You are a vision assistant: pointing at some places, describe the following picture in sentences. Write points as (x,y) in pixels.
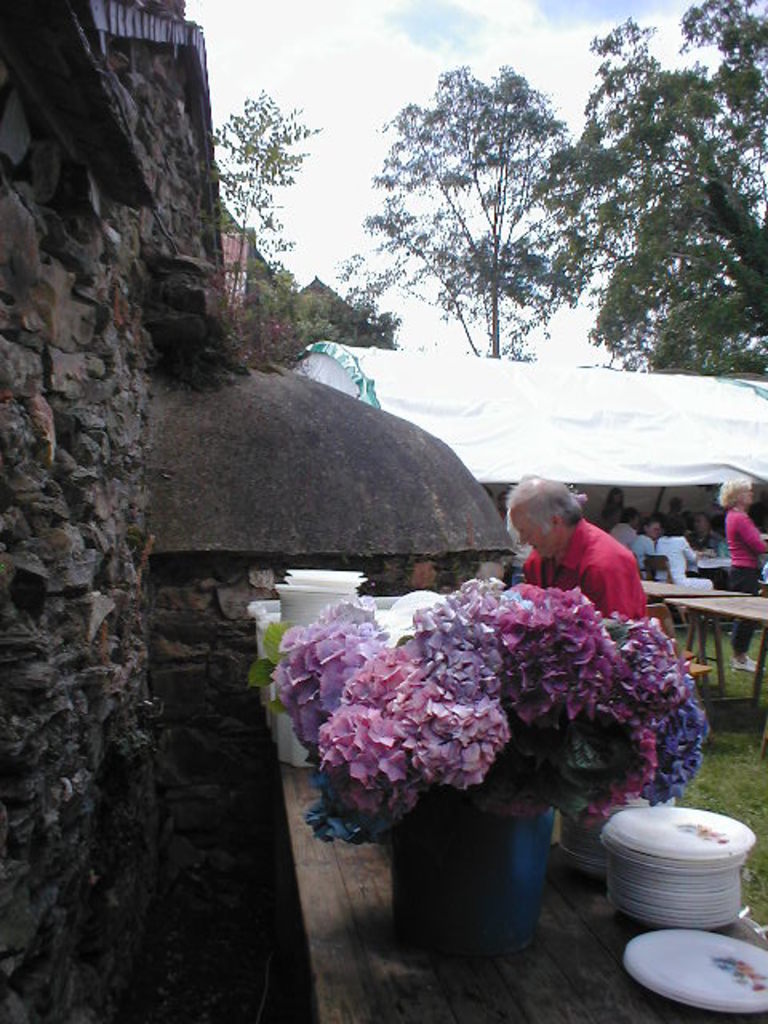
There is brick wall (123,486) in the left (117,475) and there is a table (599,888) which consists of plates (581,847) and a flower vase (489,855) on it and there are group of people (692,538) and trees (690,299) in the background (620,538).
